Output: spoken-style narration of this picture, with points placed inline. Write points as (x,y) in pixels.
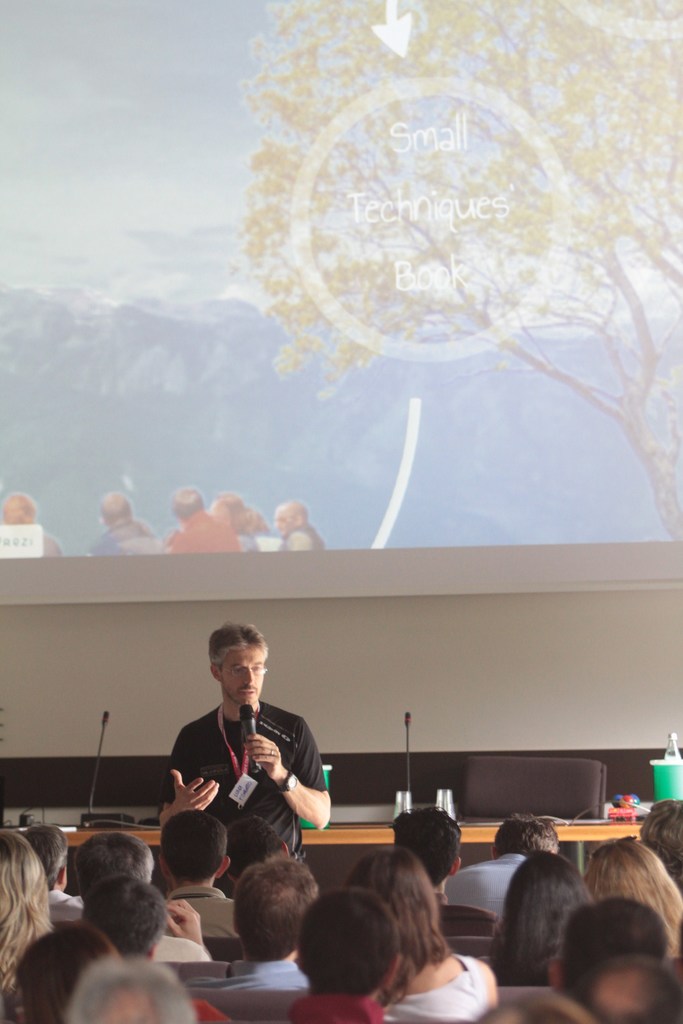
In this image we can see people (157,914) and there is a man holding a mike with his hand (270,761). Here we can see a table (602,836), chair (566,761), glasses (443,795), bottles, mikes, and few objects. In the background (493,695) we can see wall (173,677) and a screen (360,451). On the screen (267,492) we can see people (296,531), tree (596,10), sky (240,50), and some information.
